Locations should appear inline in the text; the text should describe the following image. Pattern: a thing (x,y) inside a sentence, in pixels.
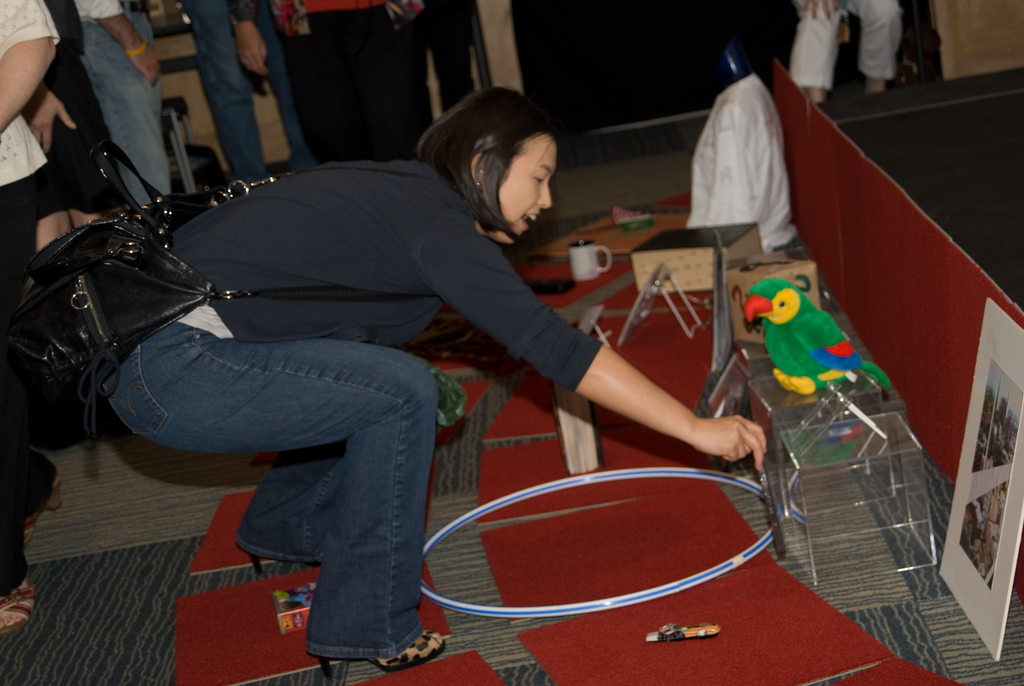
In this image we can see a woman (475,287) wearing the bag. We can also see some people (341,106) standing on the floor (91,553). We can see the frame (971,392), cup (610,256), circular ring (465,607), playing toys (700,624) and some other objects (805,440).
